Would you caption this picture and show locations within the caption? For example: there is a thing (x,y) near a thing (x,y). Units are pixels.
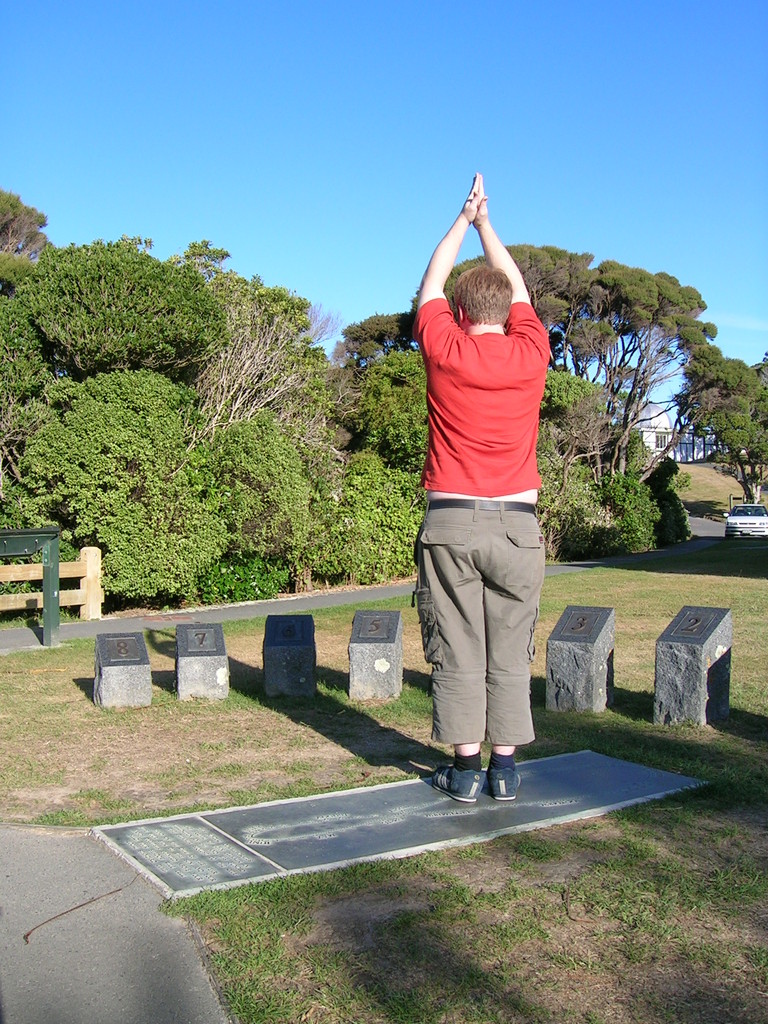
In this image I see a person (443,325) who is wearing red t-shirt (453,368) and light brown color pants (474,541) and I see few stones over here on which there are numbers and I see the grass (253,658) and I see the path (570,565) and I see a car (755,525) over here which is of white in color. In the background (711,284) I see the trees (82,352) and the sky (422,187) and I see a building (665,431) over here.
